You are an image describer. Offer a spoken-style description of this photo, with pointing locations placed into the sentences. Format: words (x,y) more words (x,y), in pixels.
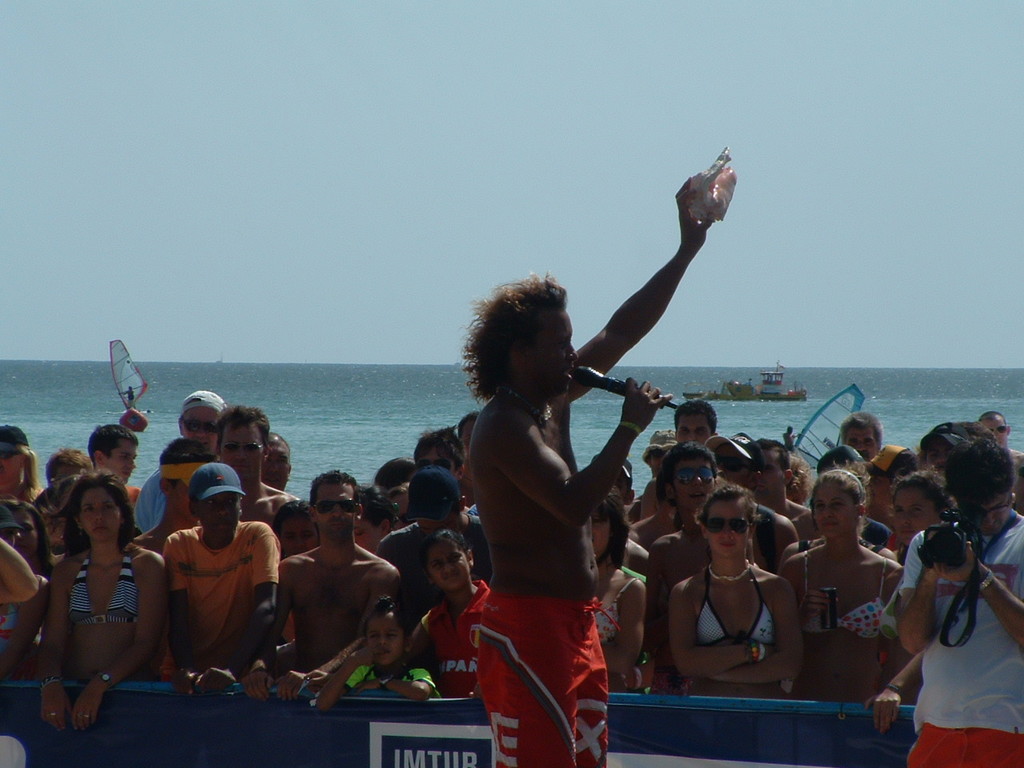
There is a person (538,321) in red color short (550,629), holding an object (708,212) with one hand (683,239), holding a mic (592,377) with other hand (632,412), speaking and standing. On the right side (951,663), there is a person (1003,646) holding a camera (947,518). In the background (748,703), there is a barricade (219,701). Outside this barricade (199,709), there are persons (278,468), there is a boat (753,381) on the water (306,378) of an ocean (382,390) and there is sky (447,162).
